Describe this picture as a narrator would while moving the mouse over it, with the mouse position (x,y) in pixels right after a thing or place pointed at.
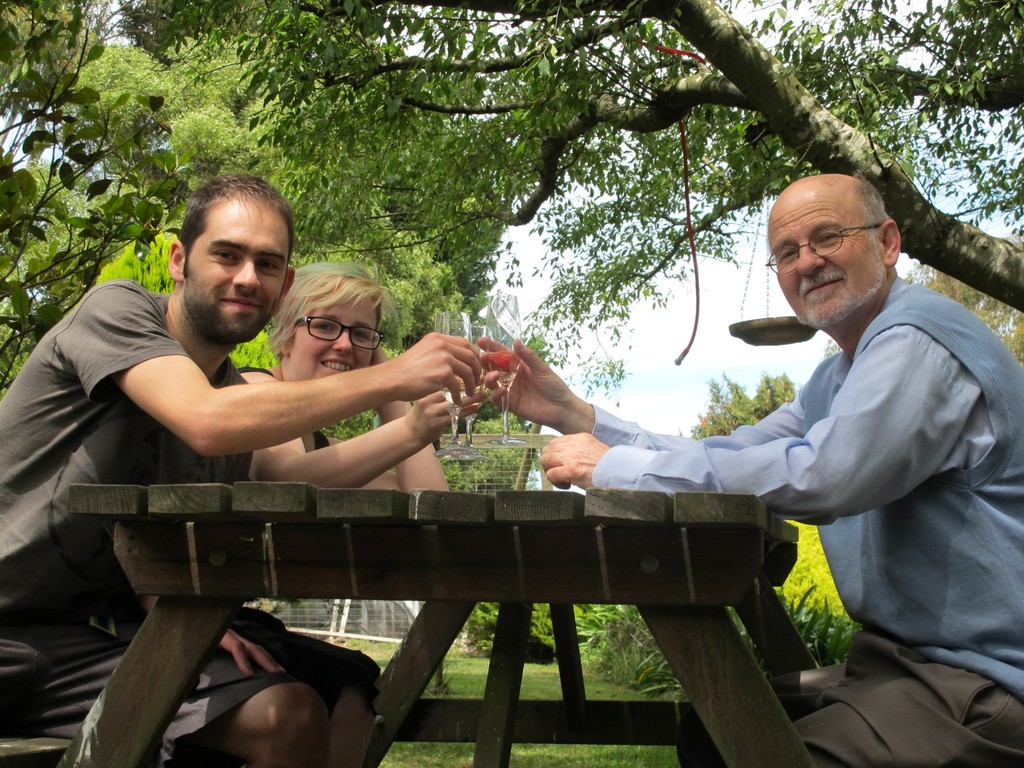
in this picture we can see a man (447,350) is sitting on a chair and smiling and holding a glass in her hand (522,386), and in front there is the table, and to opposite him a person (233,396) is sitting, and to beside him a woman (365,335) is sitting and holding a wine glass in her hand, and at the top (460,188) there are trees (460,194), and here is the sky (687,300).
